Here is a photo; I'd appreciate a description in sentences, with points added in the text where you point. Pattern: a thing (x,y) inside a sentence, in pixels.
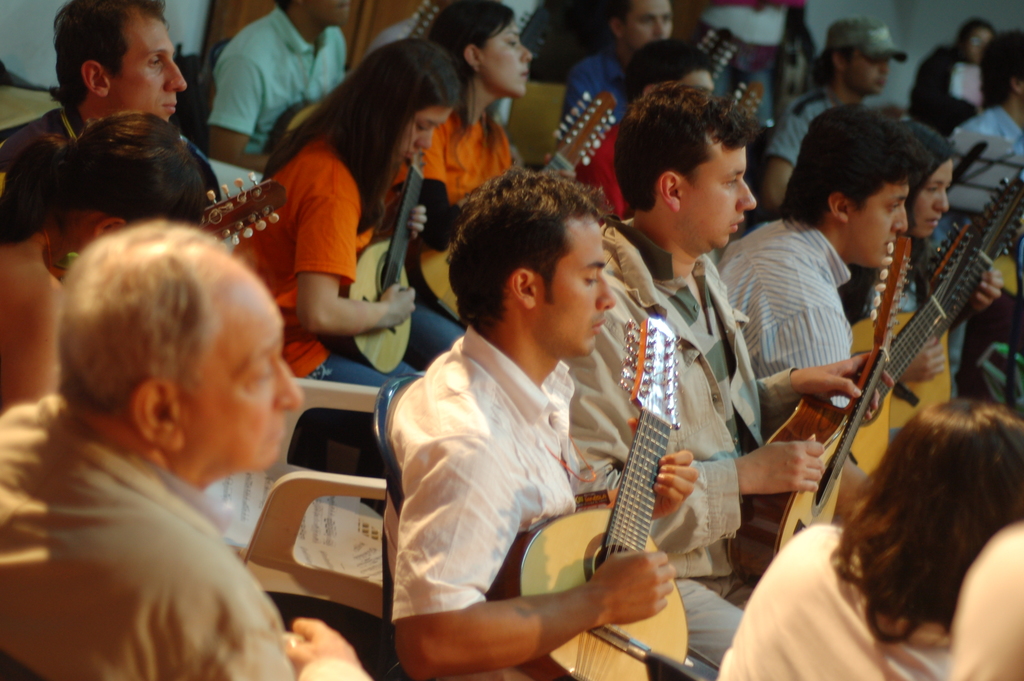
This group of people (980,559) are sitting on chairs (309,500) and playing guitars (614,530). On this chair (293,500) there are papers (308,513) with lyrics (340,509).
